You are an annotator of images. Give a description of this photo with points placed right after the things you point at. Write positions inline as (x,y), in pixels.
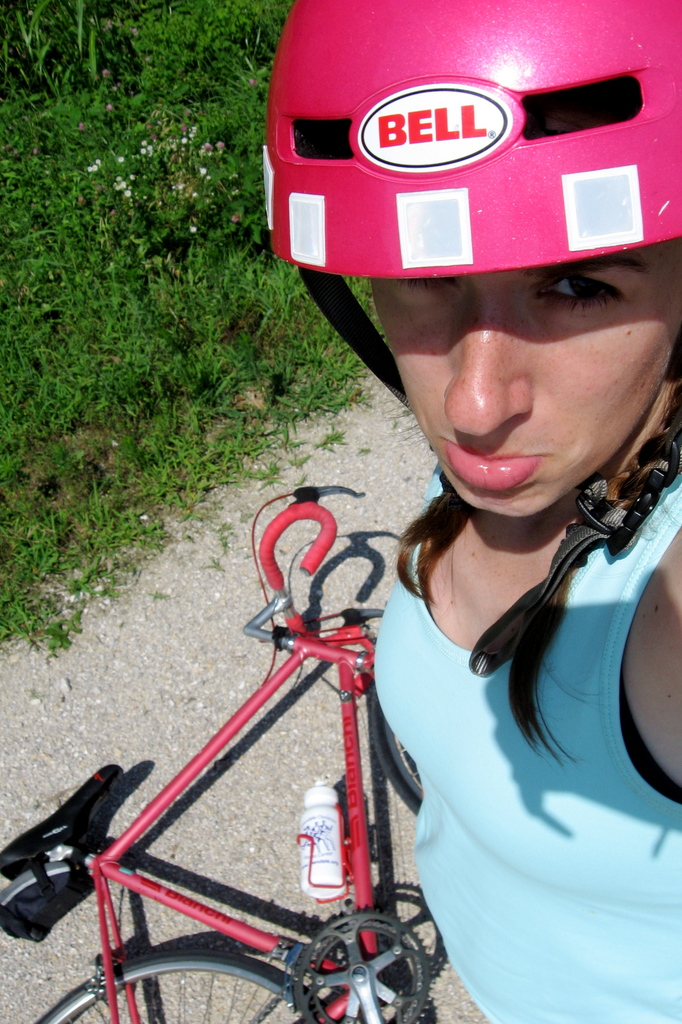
In this image I can see a woman (671,329) wearing a red color helmet (539,151) visible on right side (538,683) and I can see a bicycle (301,632) kept on road (186,660) and in the middle of bi-cycle (350,842) I can see a bottle (332,871) and in the top left (152,198) I can see grass (115,129).
